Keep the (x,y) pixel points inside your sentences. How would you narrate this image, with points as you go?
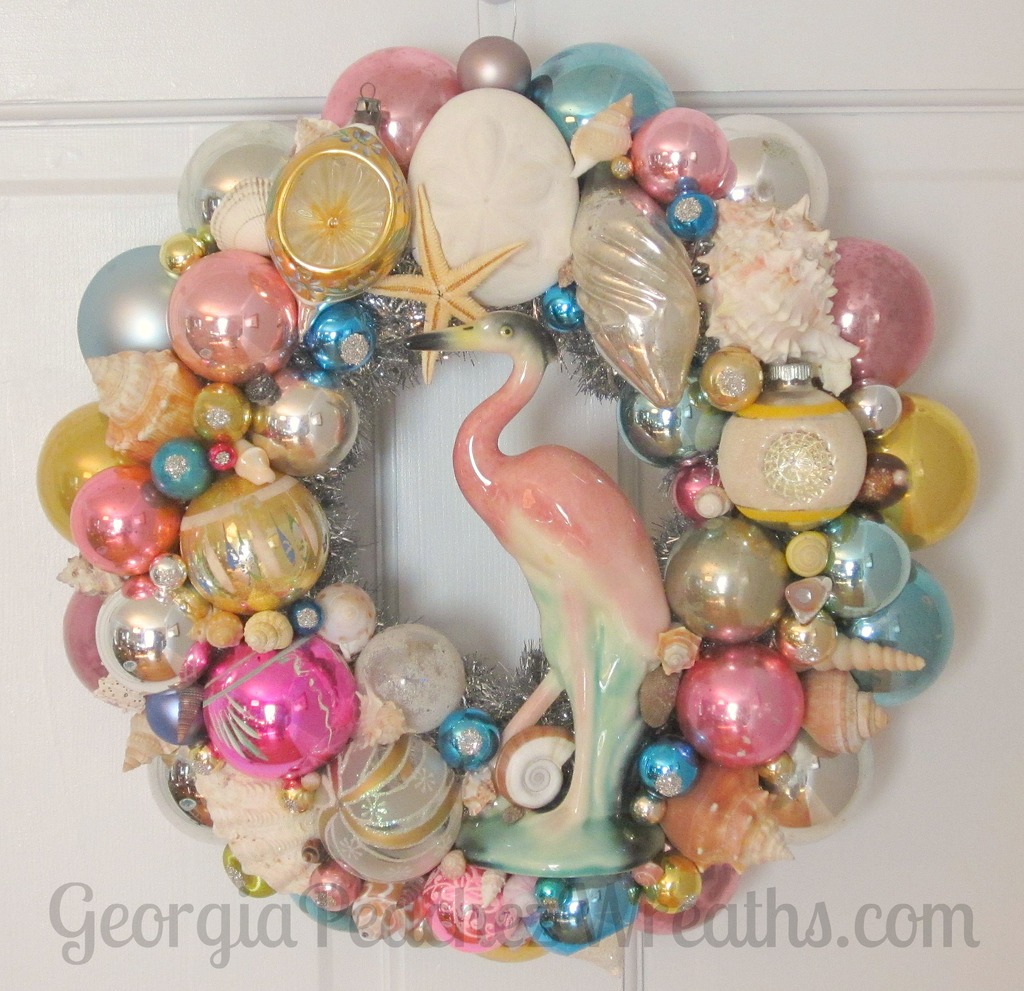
In this picture I can see some objects (678,587) are attached to a white color wall (422,593). Here I can see a watermark (946,934).
